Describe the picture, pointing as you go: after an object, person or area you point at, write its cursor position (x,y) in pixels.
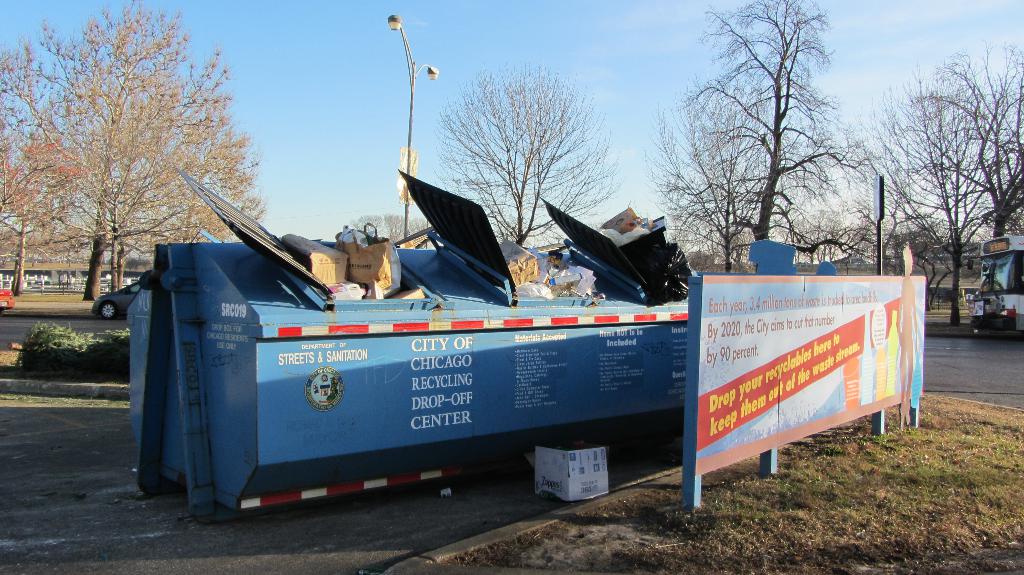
In this image I see a blue container (433,272) in which there are lot of things (637,250) and I see words (413,400) and numbers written and I see a logo (342,392) over here and I see a board (724,298) over here on which there are words (735,325) written and I see the grass (856,472). In the background (86,142) I see the trees (86,142), a pole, a car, a bus (1023,323), road (83,325), plants (97,339) and the clear sky (897,64).
